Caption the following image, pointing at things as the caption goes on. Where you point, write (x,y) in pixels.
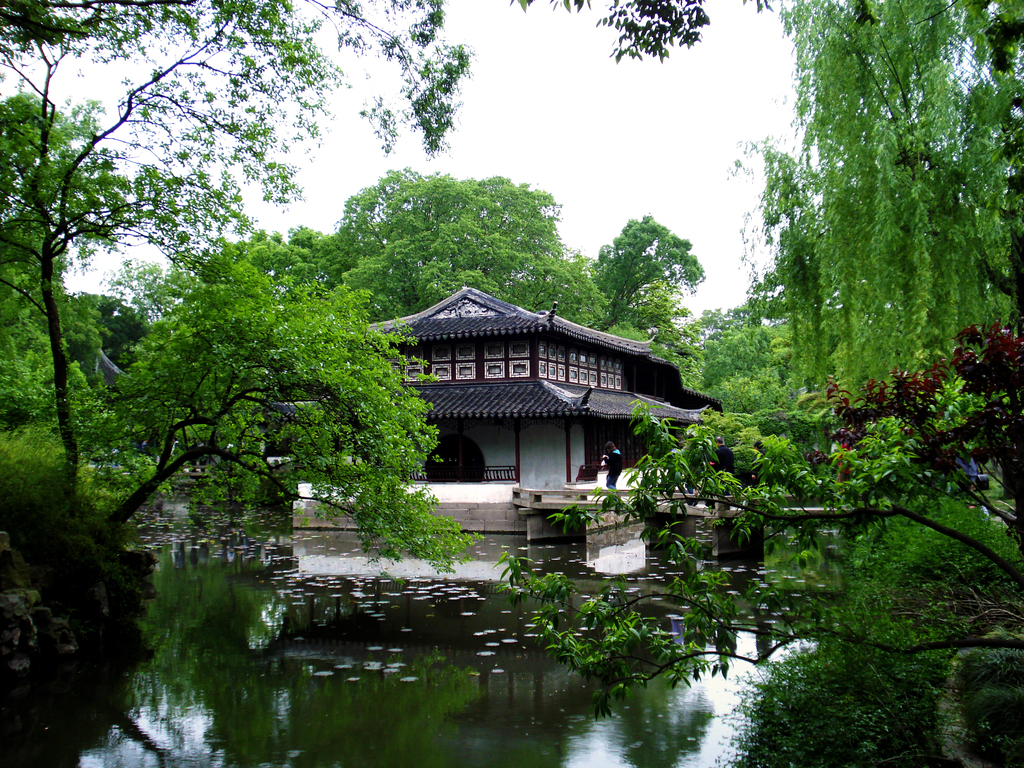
In the picture we can see water (294,712) and a house (488,488) on it and a person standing near it and around the water (538,697) we can see trees (502,240) and top of it we can see a sky (640,173).
